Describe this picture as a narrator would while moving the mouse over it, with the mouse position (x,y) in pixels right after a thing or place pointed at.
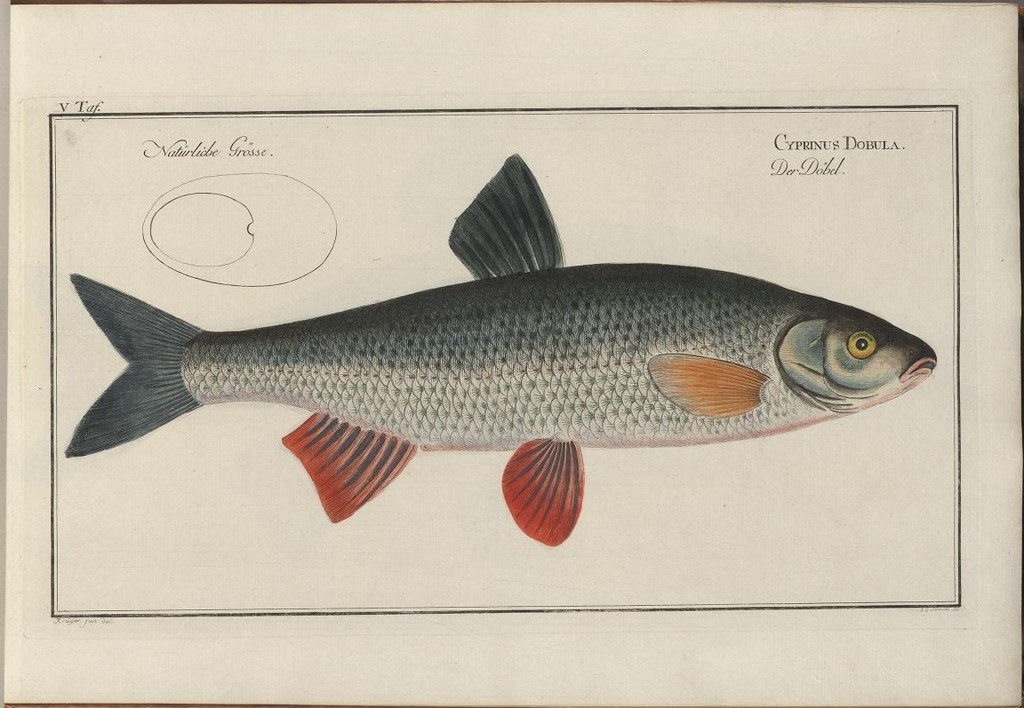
In the middle of this image (629,383), there is a painting (585,371) of a fish (532,416) on a sheet (734,454) on which there is a border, texts (165,160) and a drawing (237,194). And the background of this sheet (378,675) is cream in color.
